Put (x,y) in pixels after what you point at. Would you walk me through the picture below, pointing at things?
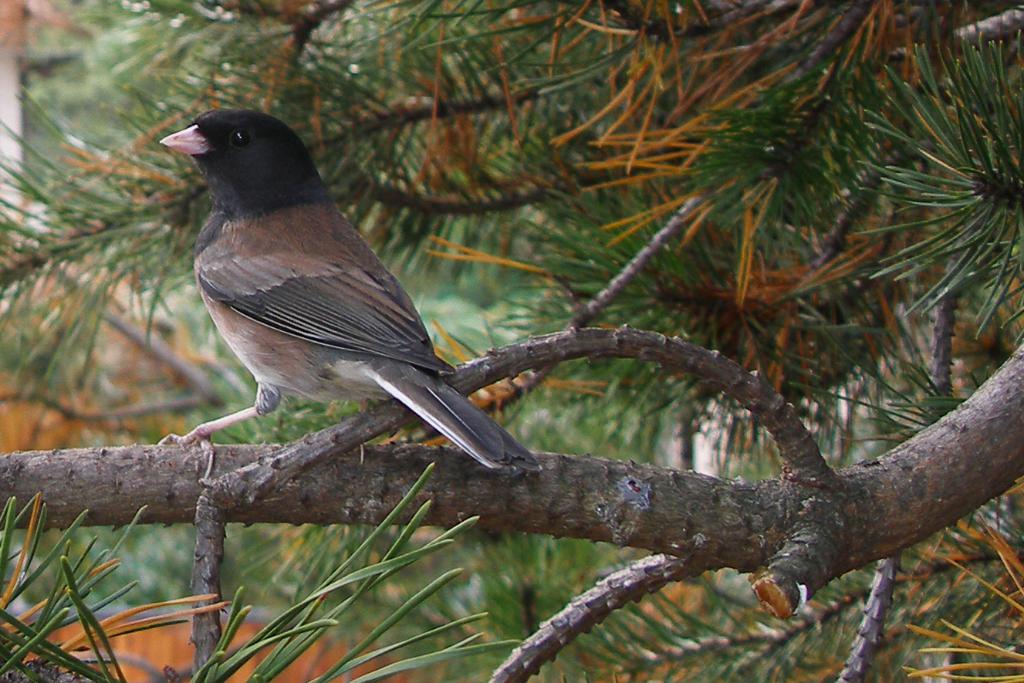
In this image in the center (368,396) there is one bird (314,290) which is on a tree (440,538), in the background (122,158) there is a house (16,46) and trees (420,595).
